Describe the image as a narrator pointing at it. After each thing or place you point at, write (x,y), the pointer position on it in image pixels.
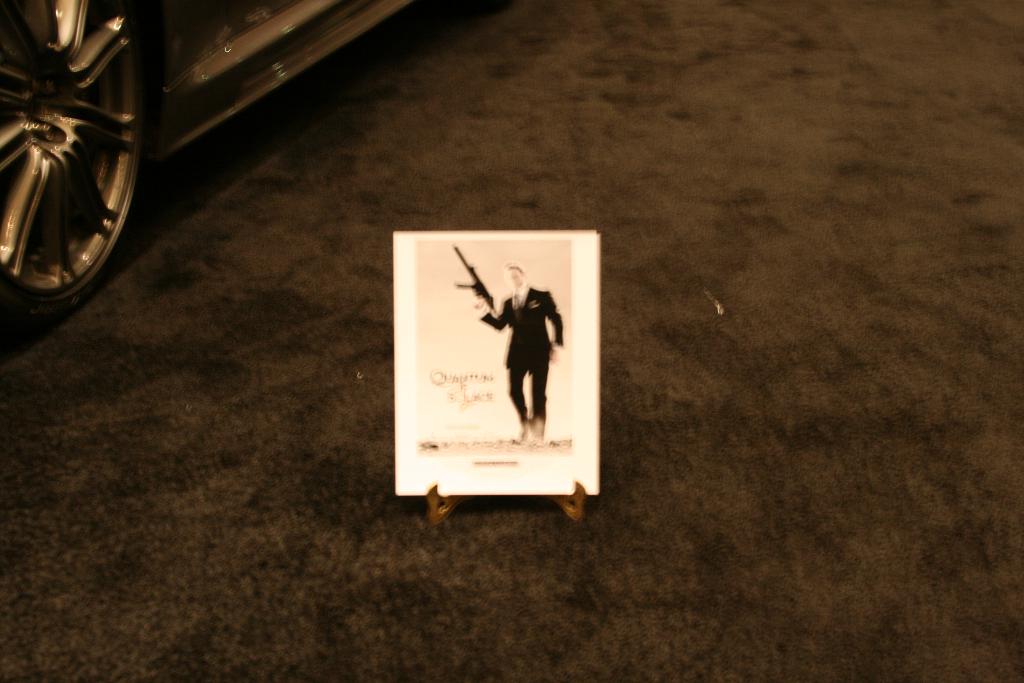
In this image in the center (417,384) there is a board (466,352), and on the board (523,318) there is a photo (503,363) of one person (516,357) and text (451,379). At the bottom (406,576) there is a carpet (708,173), and in the top left hand corner (142,123) there is a vehicle (142,123).
